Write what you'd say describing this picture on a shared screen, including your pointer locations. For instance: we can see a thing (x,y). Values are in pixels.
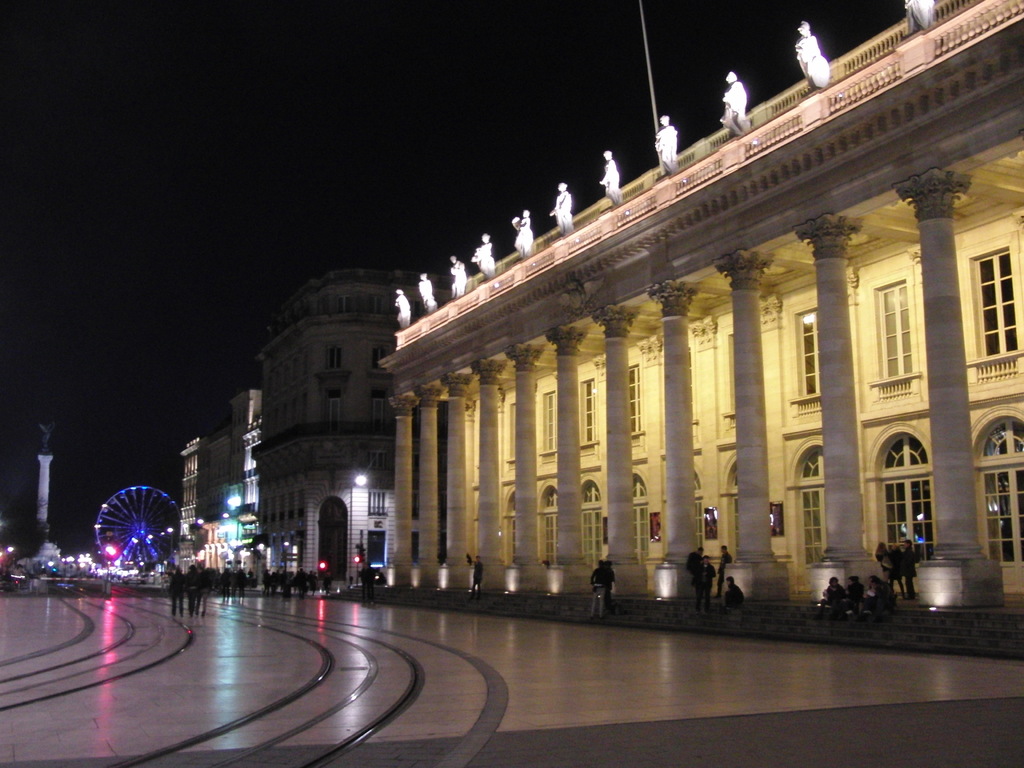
In this image in front (240,583) there are people (281,578) walking on the floor (296,691). On the right side of the image (693,243) there are buildings (584,424). There are people (875,580) sitting on the stairs (798,603). In the background of the image (148,494) there is a giant wheel (123,521). There are lights (232,503). There is sky (293,153).
